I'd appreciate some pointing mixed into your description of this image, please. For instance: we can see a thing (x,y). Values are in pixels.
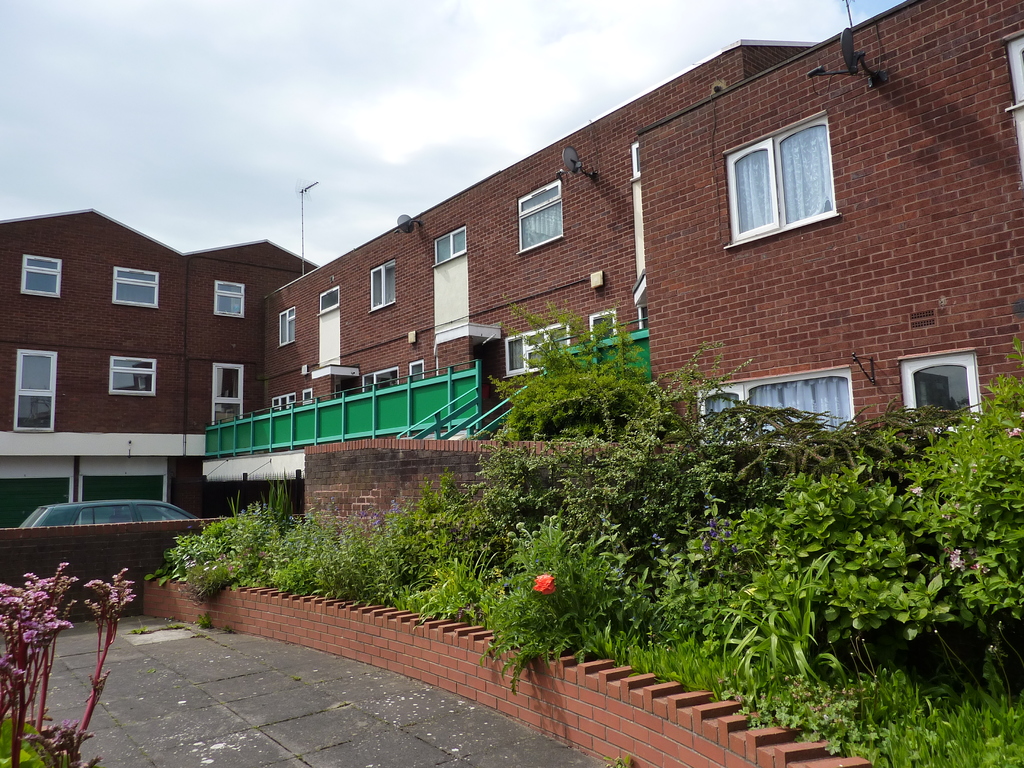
The picture is outside of the city. In image on right side (892,576) we can see plants (598,581) and flowers (547,592), on left side (100,560) we can see a brick wall (84,553) and a car (93,508) and there is a building (55,369) from right to left, curtains (802,171), lights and a door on top (349,132) there is a sky (255,175).
